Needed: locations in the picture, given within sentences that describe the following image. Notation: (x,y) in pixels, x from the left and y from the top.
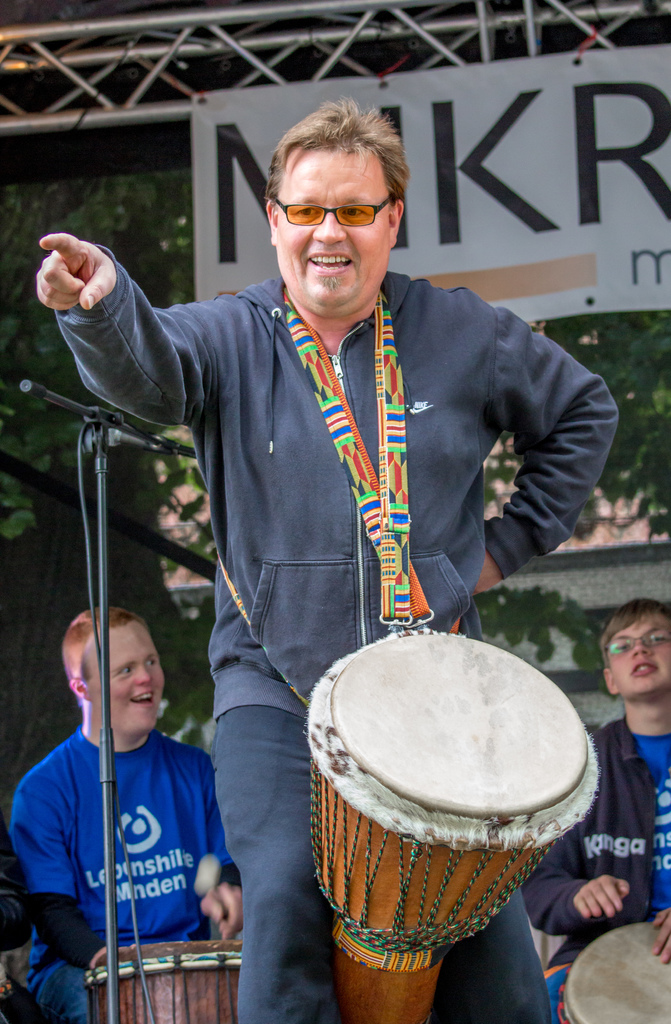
In the center (388,524) we can see one man (281,386) standing and he is smiling and he is holding drum (450,705). In the background (557,207) there is a banner (450,219), trees (122,216), microphone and two persons (640,874) were sitting on the chair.
